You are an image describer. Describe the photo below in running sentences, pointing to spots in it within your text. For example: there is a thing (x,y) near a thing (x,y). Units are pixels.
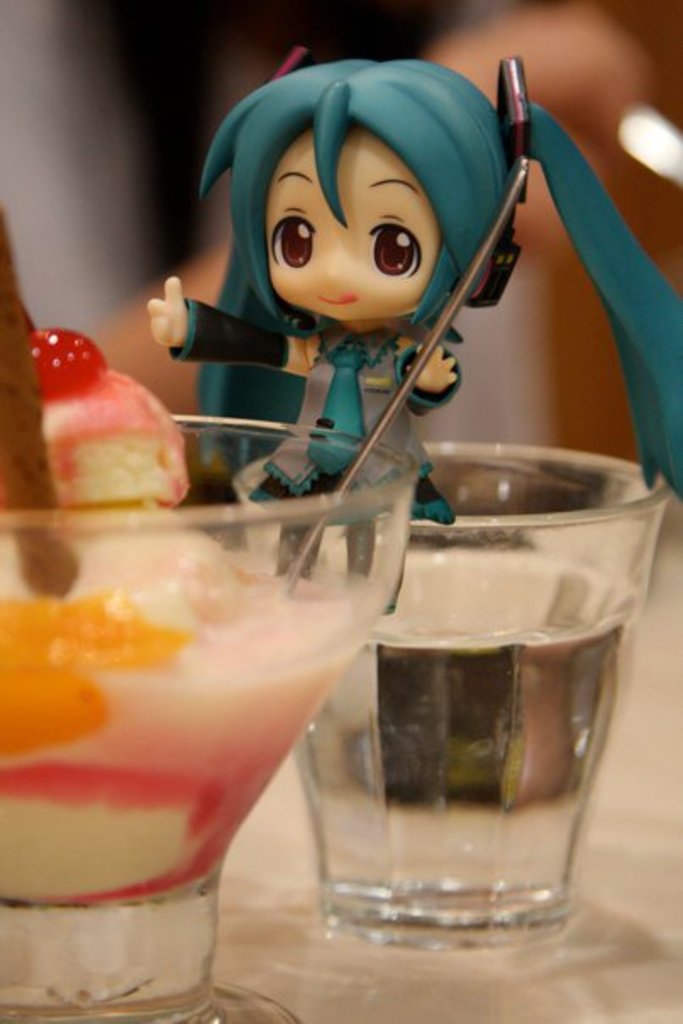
This image is taken indoors. At the bottom of the image (402,924) there is a table (608,896) with a glass (521,579) of water (507,645) and a bowl (152,764) with ice cream (117,417) and spoons (354,466) on it and there is a toy (349,233) on the bowl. In the background (556,229) there is a person (535,381).
